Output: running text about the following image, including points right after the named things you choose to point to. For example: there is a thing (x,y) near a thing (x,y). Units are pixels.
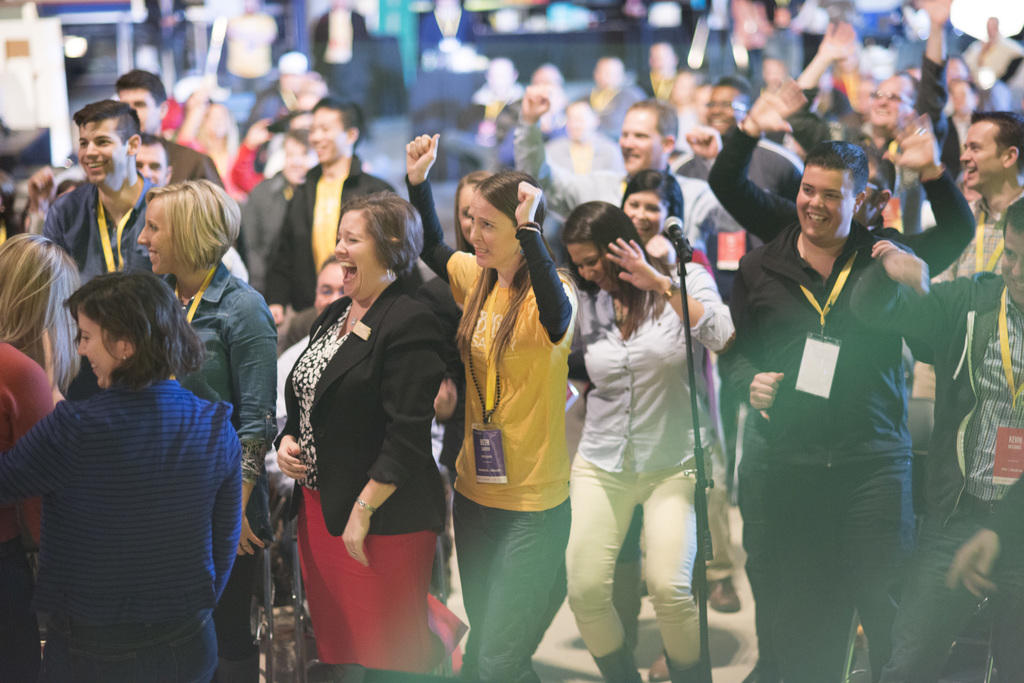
In the center of the image (456,331) we can see many people (490,317) standing and laughing. There is a mic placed on the stand (688,344).
